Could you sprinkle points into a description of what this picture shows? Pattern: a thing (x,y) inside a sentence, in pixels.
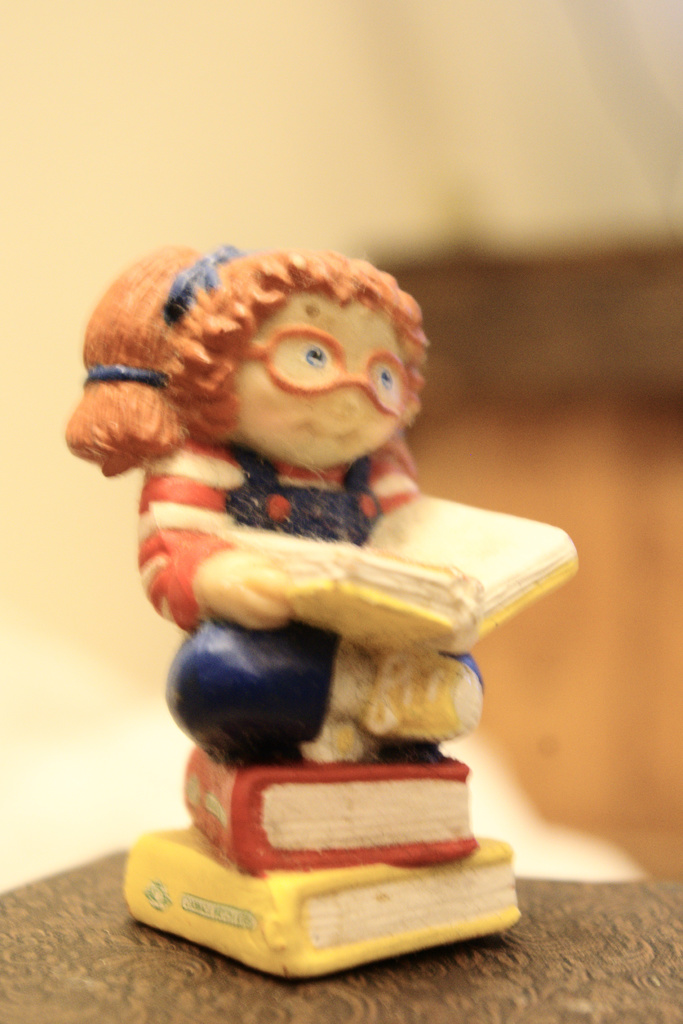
In this image we can see one figurine (255,966) on the table (535,1006), one object (603,826) on the right side of the image (589,465) and the background (625,26) is blurred.
